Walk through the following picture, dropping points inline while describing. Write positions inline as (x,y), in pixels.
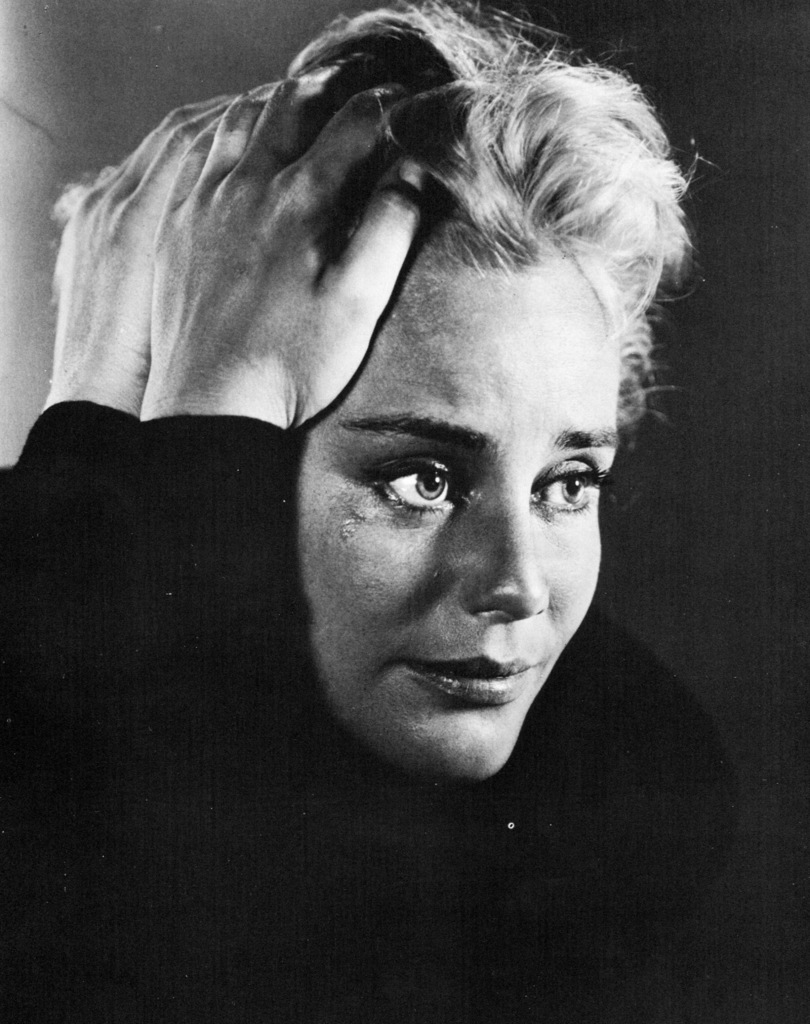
This is a black and white image, in this image there is a woman (642,762).
